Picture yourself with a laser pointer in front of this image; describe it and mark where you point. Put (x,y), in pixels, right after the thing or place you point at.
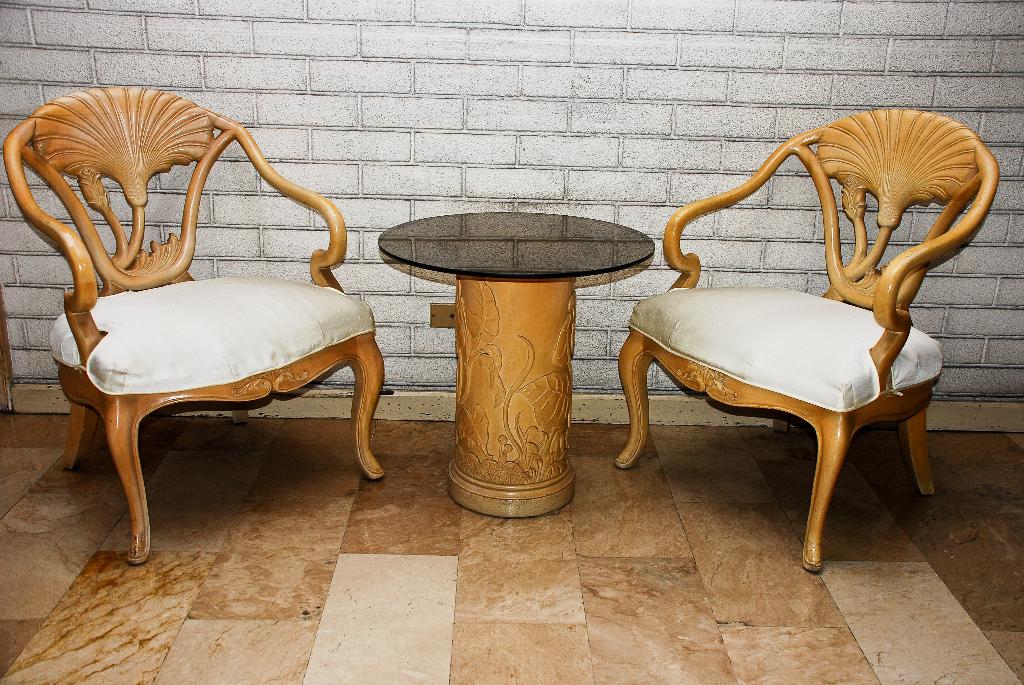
This picture seems to be clicked inside the room (346,323). In the center (663,329) we can see the wooden chairs (762,289) and a table (526,293) is placed on the ground (575,554). In the background (513,52) we can see the brick wall (267,68).
